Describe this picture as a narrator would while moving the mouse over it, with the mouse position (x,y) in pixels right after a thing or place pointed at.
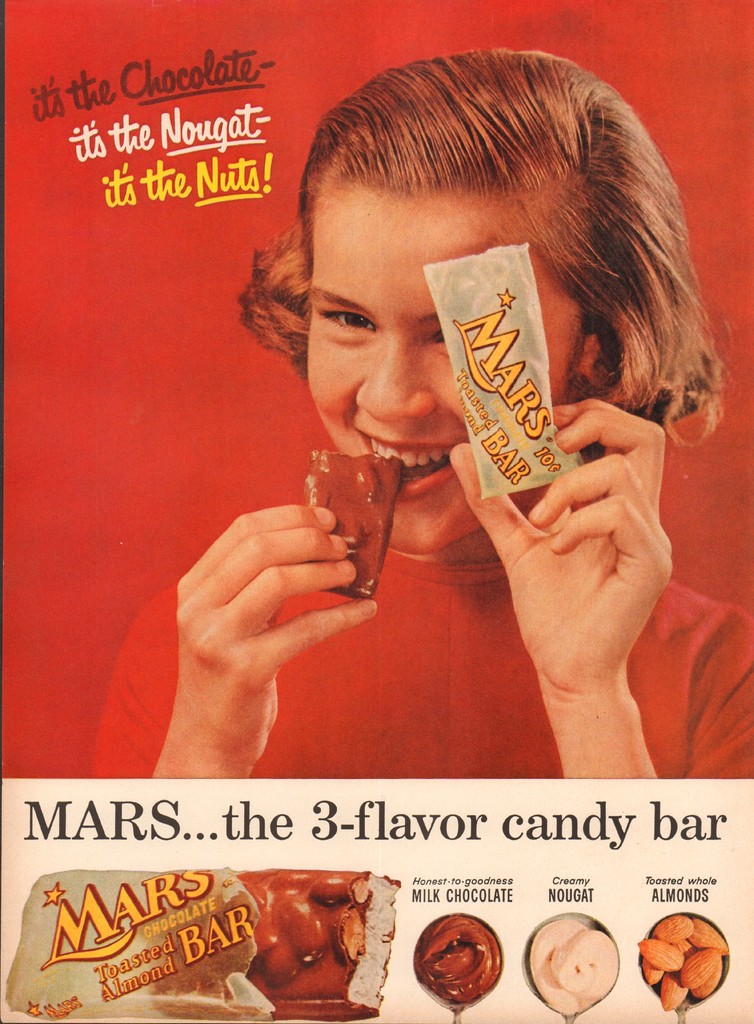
In the foreground of the poster (526,801), at the bottom (341,972), there is an image of chocolate bar (367,961), chocolate (478,957), nougat (576,959) and almonds (706,947). We can also see some text (513,840) at the bottom (533,816). In the middle (324,521), there is a girl (328,576) eating a chocolate (364,509) and holding a wrapper (496,315) and the background (168,389) image is red in color.
